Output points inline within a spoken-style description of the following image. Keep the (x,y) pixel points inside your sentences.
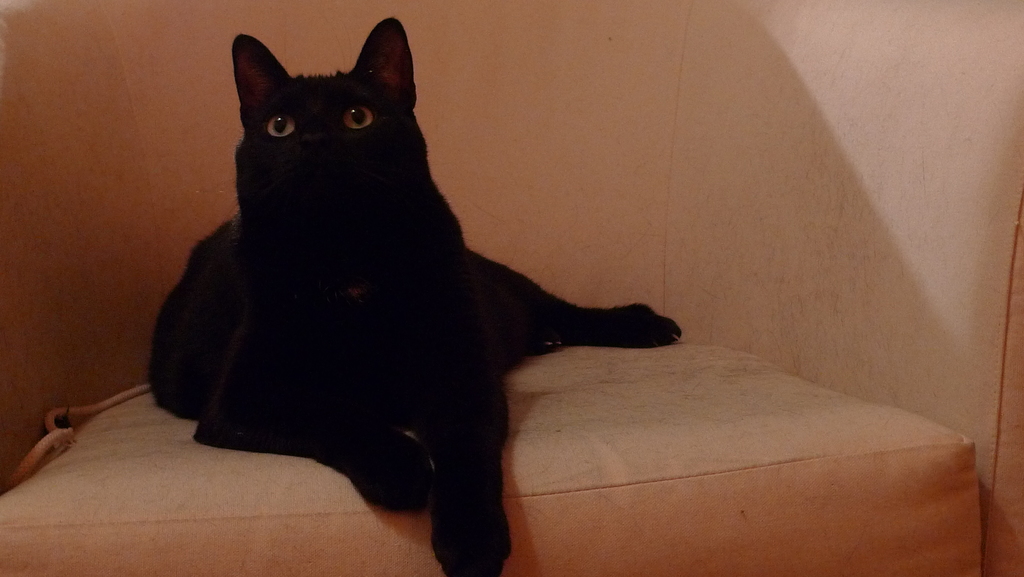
In the center of the image (404,206) there is a black color cat (174,365) on the couch (745,381).
